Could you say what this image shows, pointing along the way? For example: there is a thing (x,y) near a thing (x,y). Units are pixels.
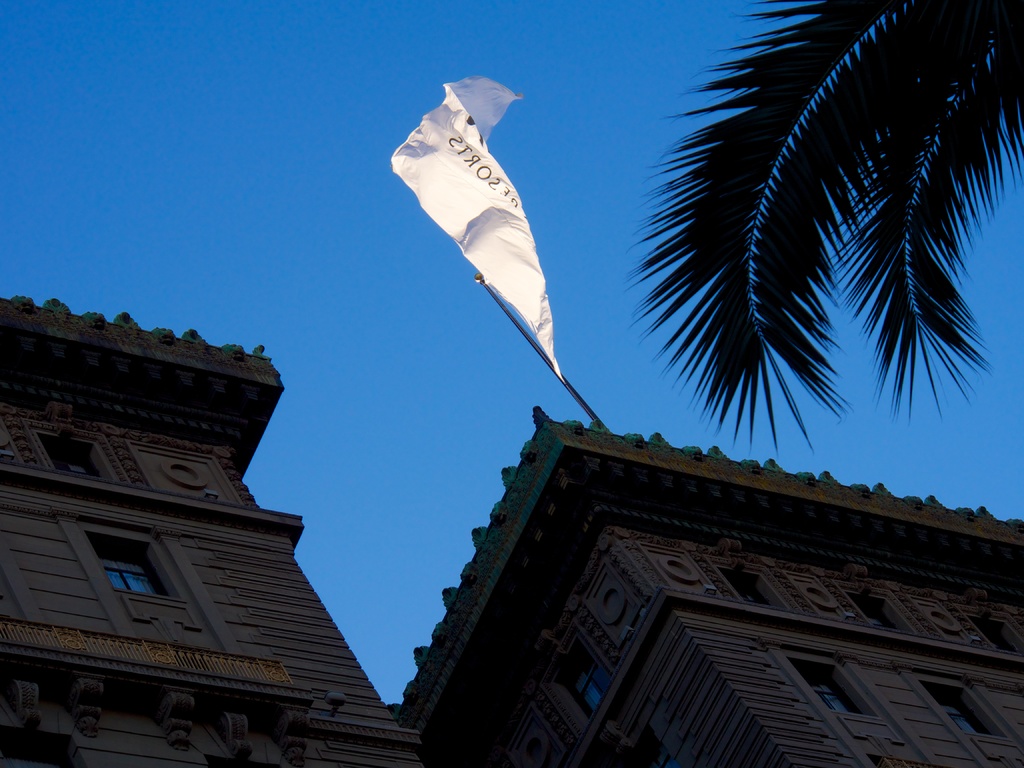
There are buildings (535,596) with windows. On the building (544,459) there is a flag (502,255) with a pole (562,386). On the right corner (841,174) we can see coconut leaves (852,169). In the back (281,96) there is sky (276,153).
